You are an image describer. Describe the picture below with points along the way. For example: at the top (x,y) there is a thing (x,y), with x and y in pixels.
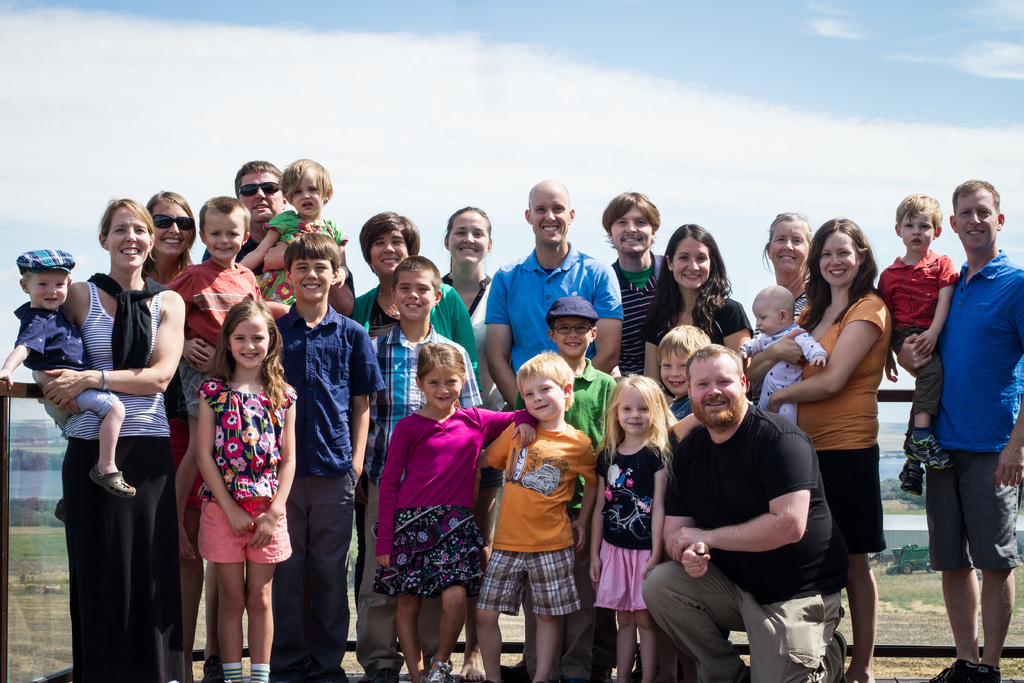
In this picture, we see many people (461,417) are standing. All of them are smiling and they are posing for the photo. Five of them are carrying their children (217,284). Behind them, we see a glass railing (41,450). In the background (905,558), we see a green vehicle (919,570), trees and water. At the top (539,112), we see the sky (552,96).
